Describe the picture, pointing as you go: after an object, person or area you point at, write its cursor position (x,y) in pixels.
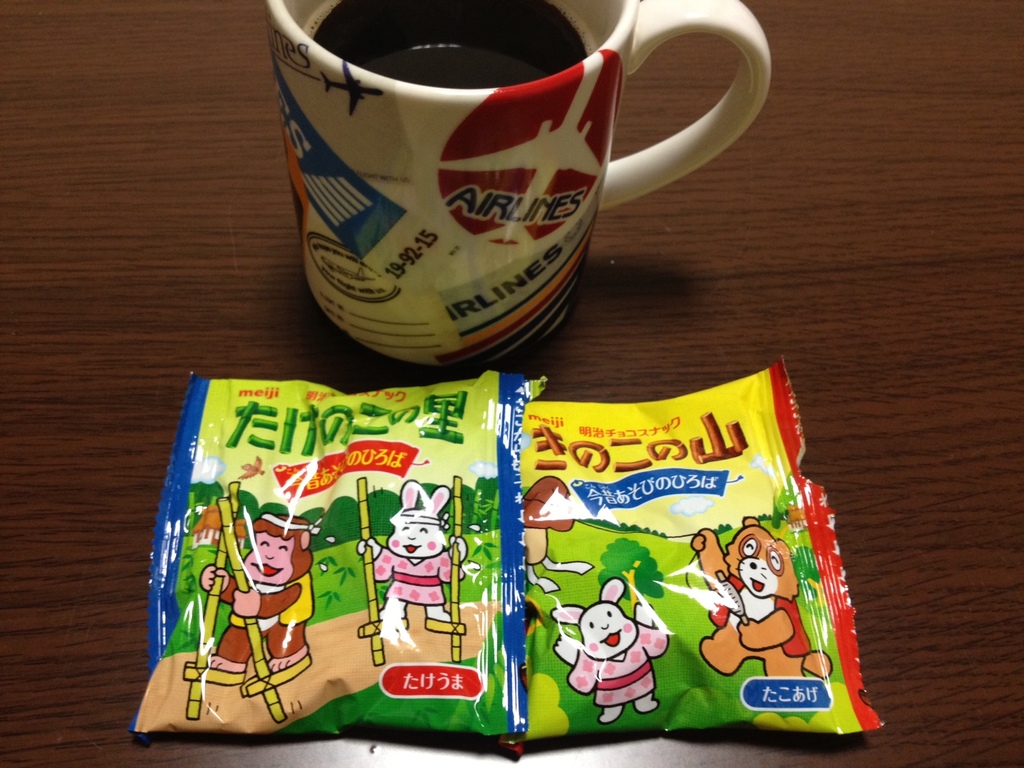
In this image we can see a cup (454,185) with drink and two packets (436,619) on the wooden surface (316,312), which looks like a table (126,527).
